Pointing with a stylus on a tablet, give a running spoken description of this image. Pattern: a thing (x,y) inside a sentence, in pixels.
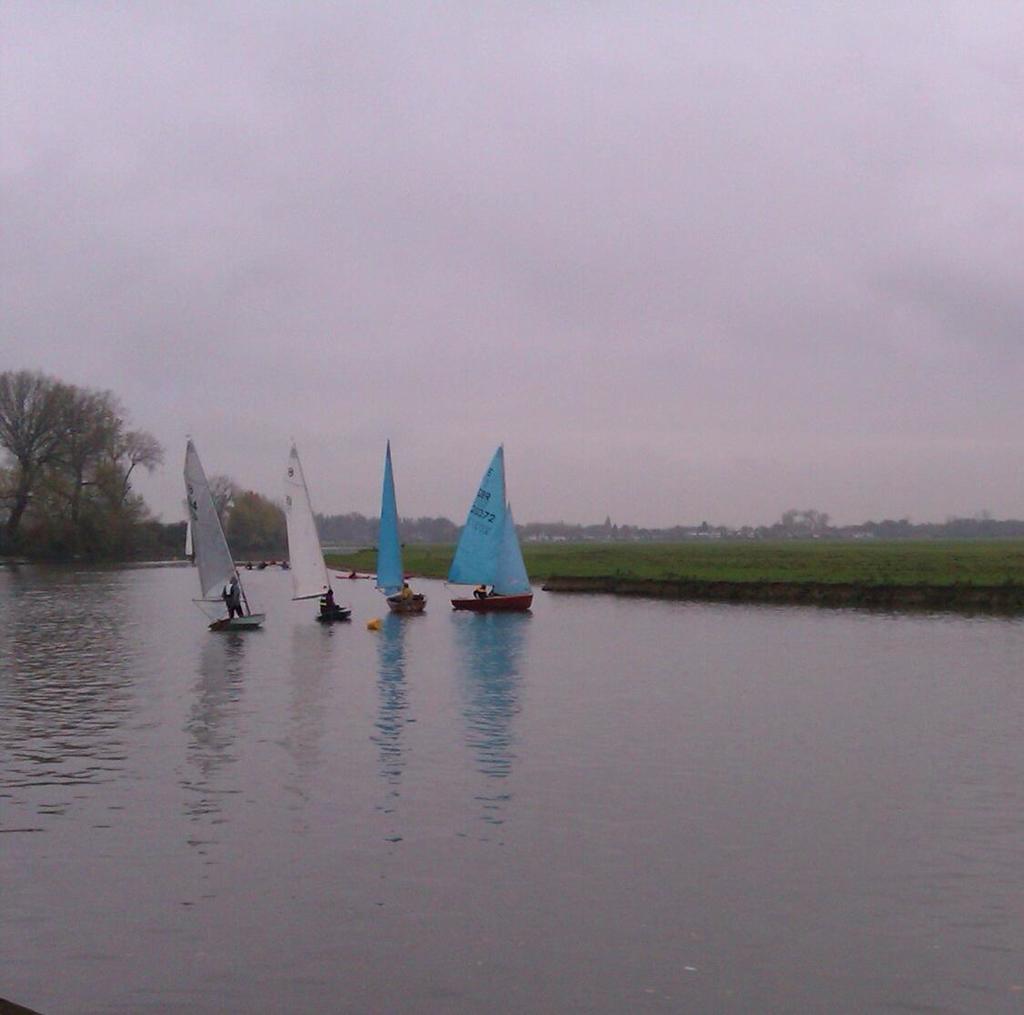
In this image there is water (363,749) and we can see boats (217,596) on the water (367,693). We can see people (234,591) in the boats (312,592). In the background (241,489) there are trees (763,532) and sky (471,457). We can see grass (763,580).
